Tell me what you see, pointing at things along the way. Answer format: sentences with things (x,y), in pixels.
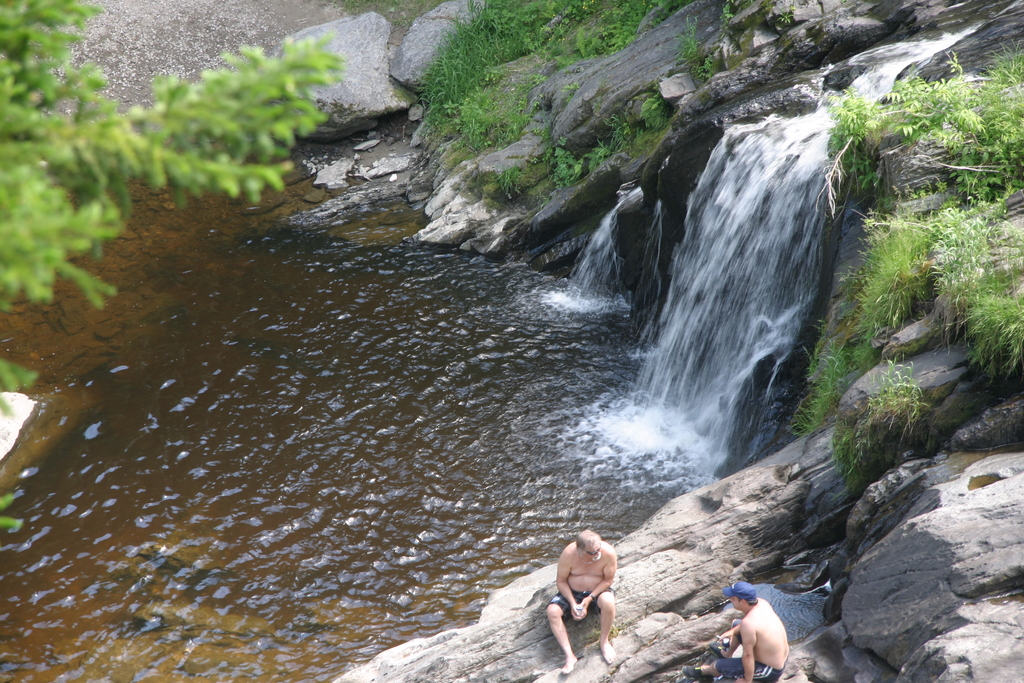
In this image I can see two persons (555,604) sitting. In the background (246,345) I can see the water (319,479) and I can also see few plants (433,88) and trees (14,230) in green color.
